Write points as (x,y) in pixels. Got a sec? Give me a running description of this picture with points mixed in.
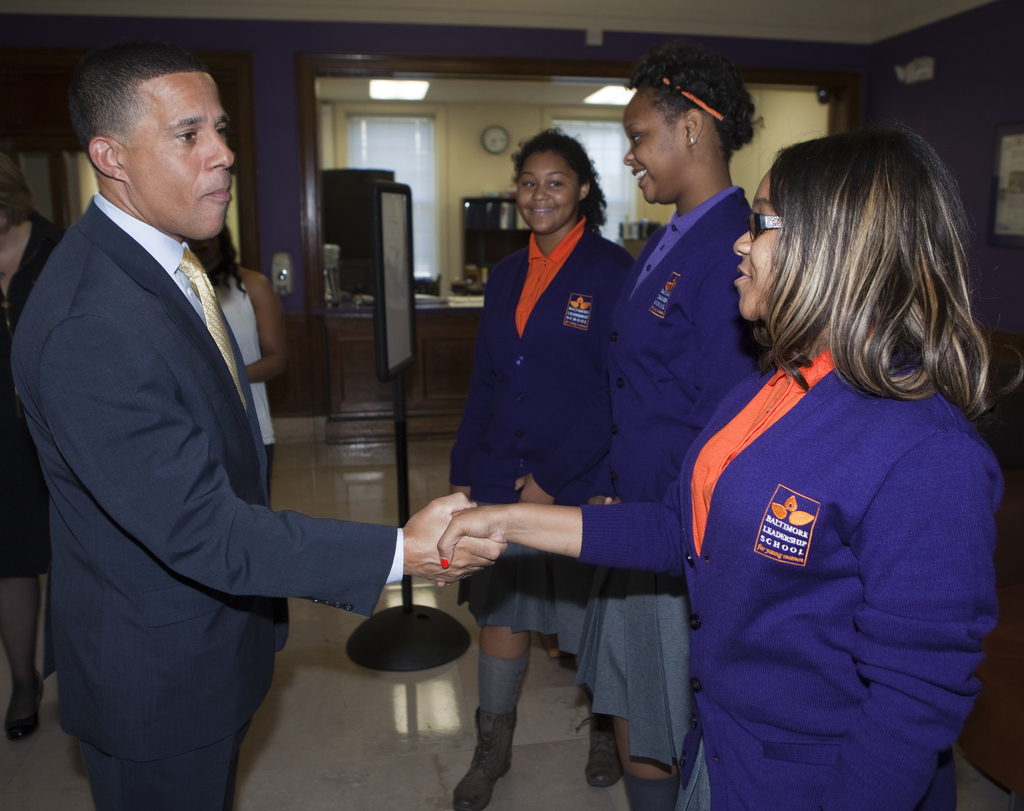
In the foreground of the image (252,392) there are two people (751,484) shaking hands (477,523). Behind them there are two girls (461,486) standing. In the background of the image (259,154) there is a wall (475,139). There is a table (445,330) there is a board (378,341). At the top of the image (632,1) there is a ceiling (646,8). There is a clock (497,146) on the wall (474,142). At the bottom of the image (332,761) there is floor (328,783).
